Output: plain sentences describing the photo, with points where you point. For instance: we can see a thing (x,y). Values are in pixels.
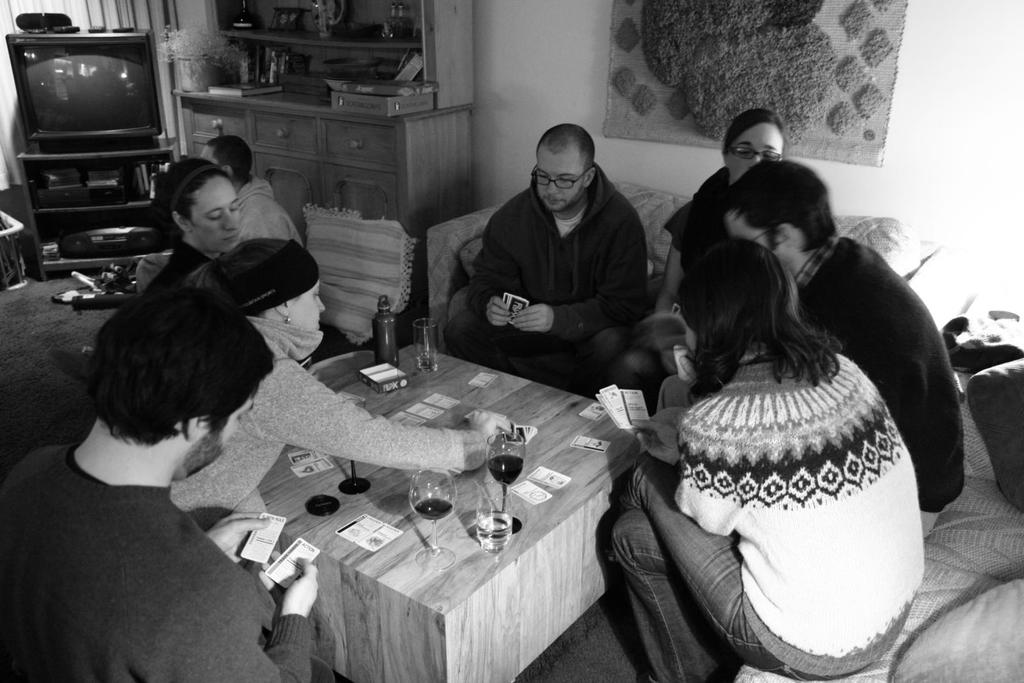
There are 8 members (731,435) in this picture. To the right side (731,435) there is a girl (882,415) and a boy (952,474) sitting on the sofa (961,563). There are one girl (691,200) and one boy (568,204) sitting on the sofa (441,247). And the other 4 members (280,309) are sitting on the floor (27,405). In the middle (446,368) there is a table (477,404). On the table (574,461) there are some cards (575,437), glasses (492,441), bottle (393,325) and packet (398,376) of it. In the background (353,123) top corner there is a cupboard (406,135) with many items (356,86) on it. And left side (49,62) there is a television (56,106) and tape recorder (111,245) on it. On the right side (728,71) top there is a frame (845,95).
